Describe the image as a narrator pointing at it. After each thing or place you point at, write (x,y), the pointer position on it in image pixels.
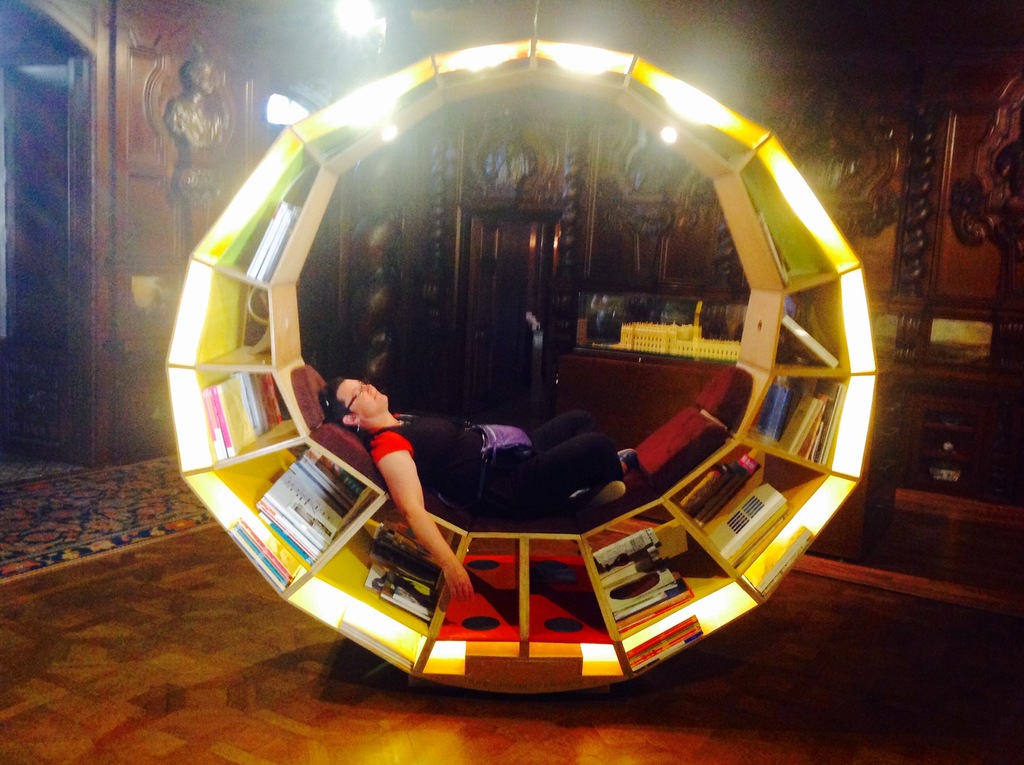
This image is taken indoors. At the bottom of the image (152,651) there is a floor (199,668). In the background (935,460) there is a wall (242,116) with carvings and sculptures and there is a light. In the middle of the image (353,502) there is a book shelf (259,516) with many books (249,554), which is in a wheel shape and a man (578,453) is lying on the couch (683,456) and there is a table (622,379) with a few things (664,341) on it.
